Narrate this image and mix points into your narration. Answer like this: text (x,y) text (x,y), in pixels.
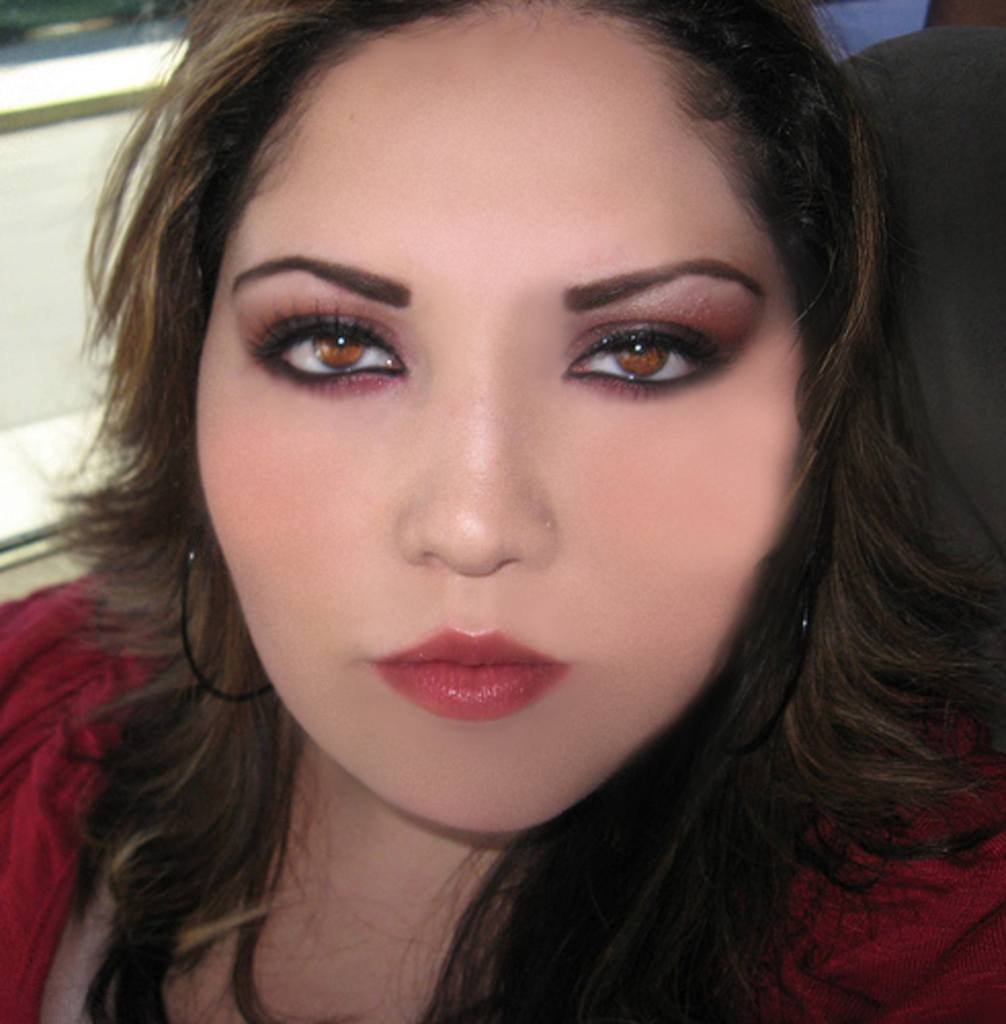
In this picture, we see the woman (309,671) is wearing the maroon jacket (73,774). She is posing for the photo. Behind her, we see a black chair (915,280). On the left side (88,199), we see a wall (77,237) in white color.
